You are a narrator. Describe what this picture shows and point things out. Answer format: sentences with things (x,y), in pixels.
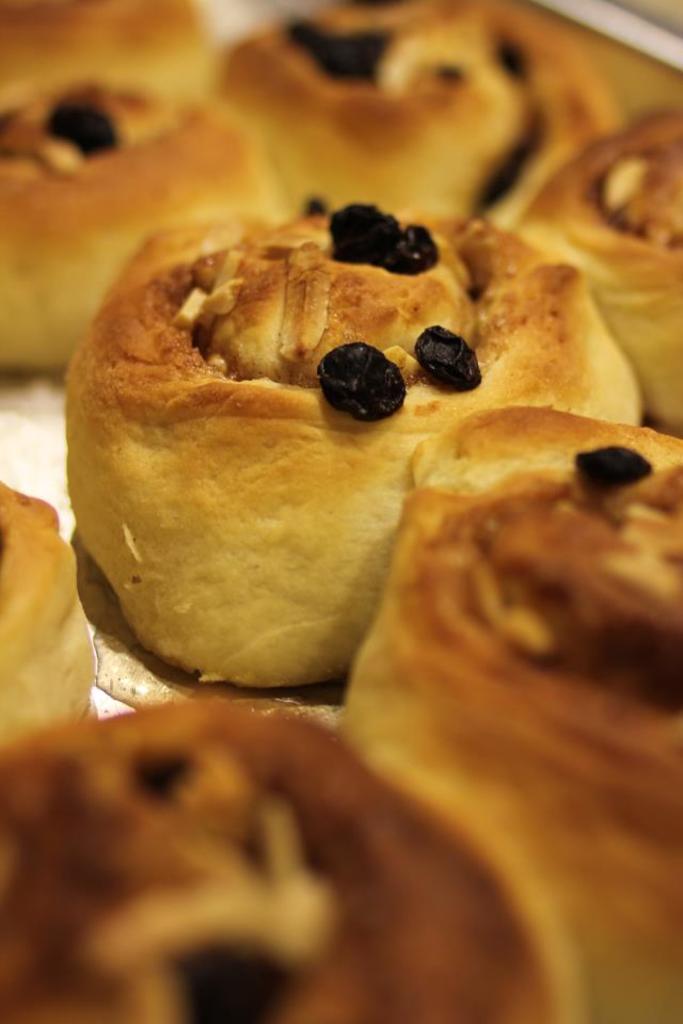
In this image there is a baked food items (363,608) are kept as we can see in this image.
